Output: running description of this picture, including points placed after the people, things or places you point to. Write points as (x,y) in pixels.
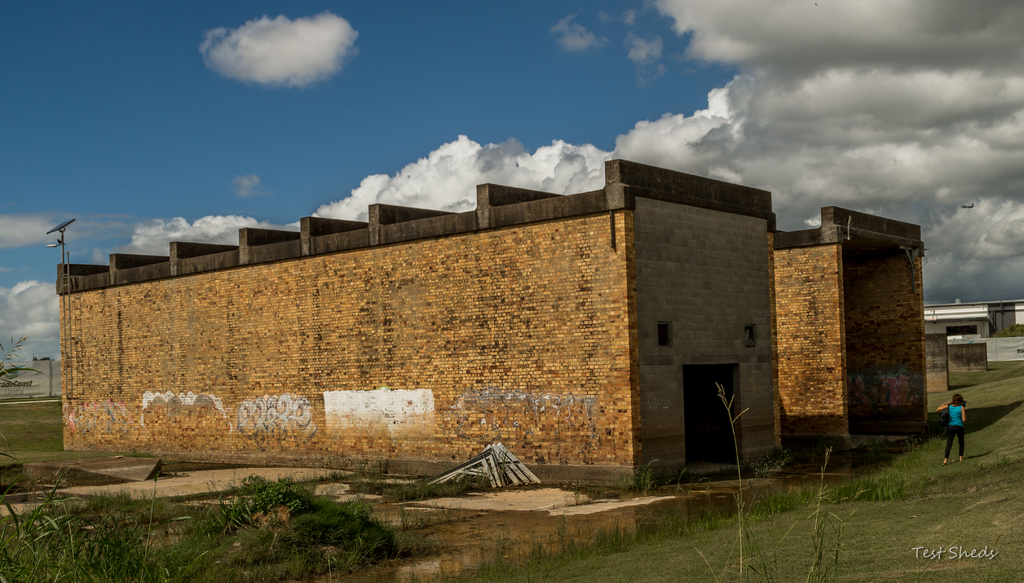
In this picture I can see there is a building (526,360), it has a brick wall (506,360), there is a door (715,399) and windows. There is a person (960,450) walking here at right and there is grass (346,541) and plants (219,531) and there is another building (979,320) at right (993,316) and the sky (266,110) is cloudy.
